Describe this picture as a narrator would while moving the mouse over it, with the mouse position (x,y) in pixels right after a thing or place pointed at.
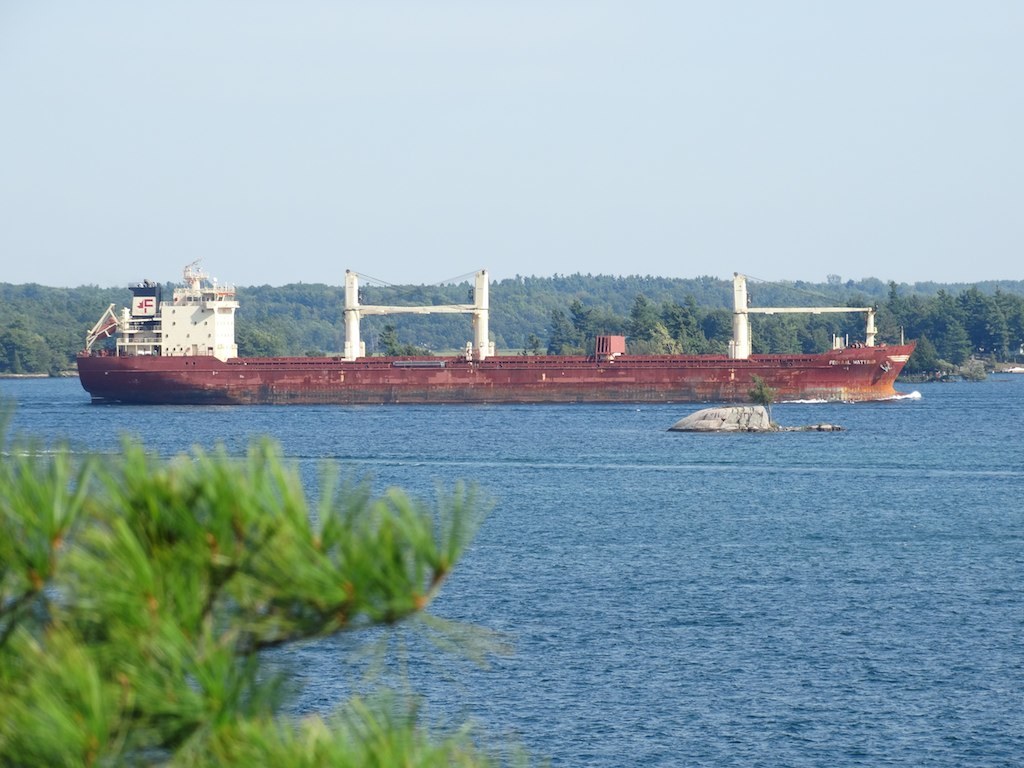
In this picture we can see a ship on water (714,539) and in the background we can see trees (904,316), sky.
